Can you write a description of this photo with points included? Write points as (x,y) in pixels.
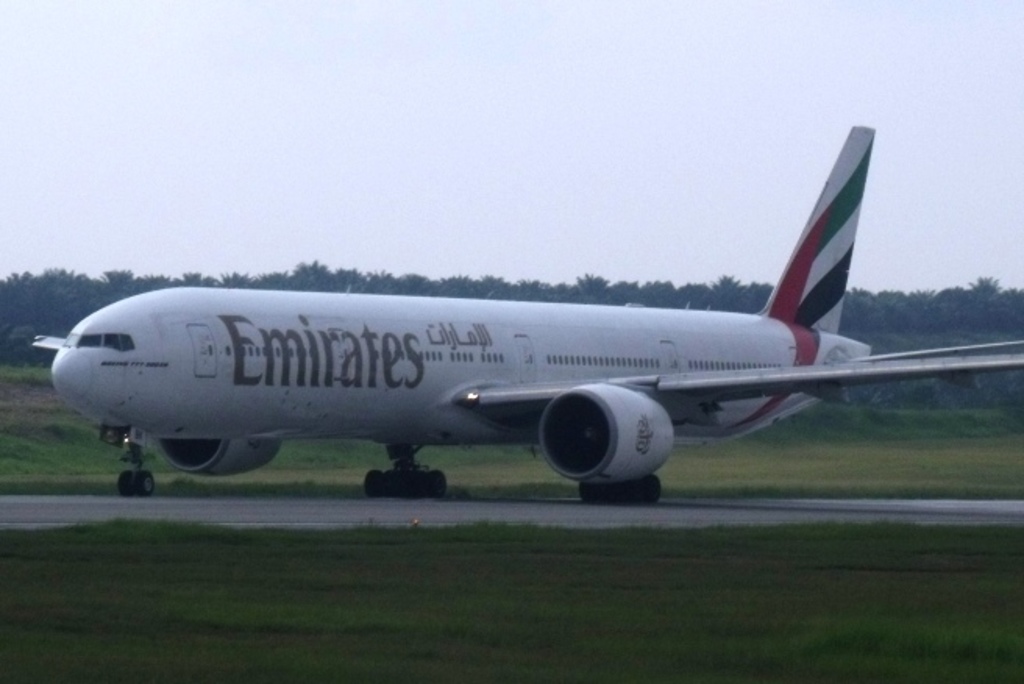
In this picture we can see an airplane (456,444) on the runway (355,512), in the background (899,346) we can see grass (915,449) and few trees (901,319).
